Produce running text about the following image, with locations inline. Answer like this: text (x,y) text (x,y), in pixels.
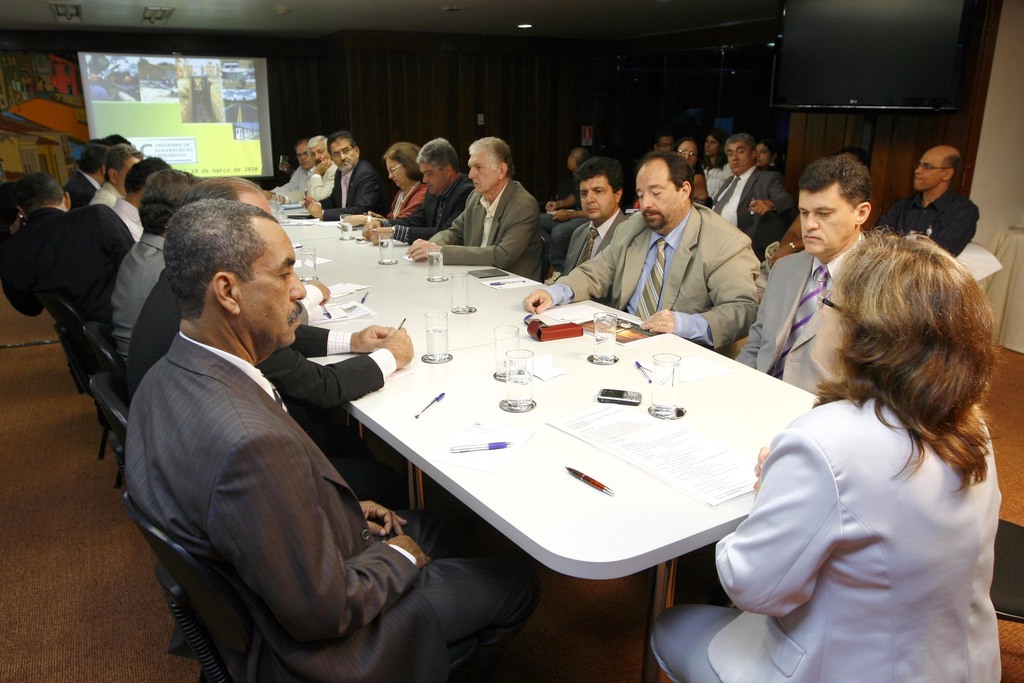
There are many people (207,450) sitting around a table (587,405). And it's looking like a discussion. On the tables (419,402) there are pens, papers (581,435) and some glasses (497,349) and there is a mobile (614,401) here. In the background (581,168) there are some people (937,199) sitting. We can see a projector screen display (166,109) here and a television (867,67) here.
